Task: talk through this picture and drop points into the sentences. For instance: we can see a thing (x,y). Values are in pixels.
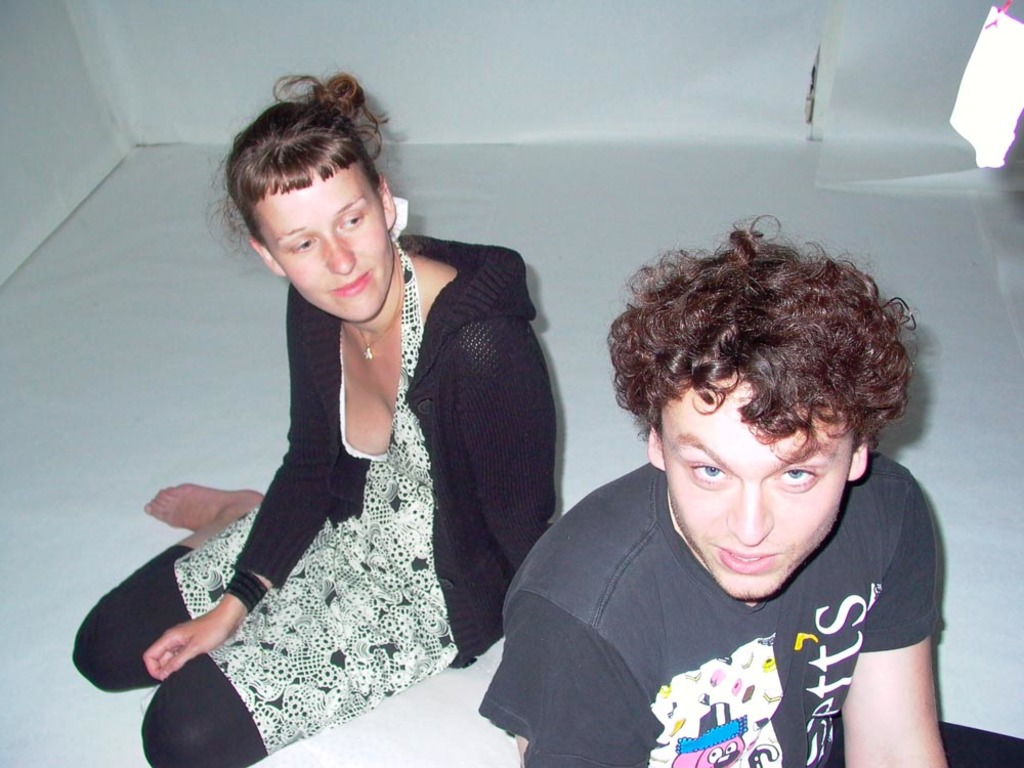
In the center of the image (502,353) there are two persons (718,372) sitting on the floor (552,206). In the background of the image (656,42) there is wall (345,53).
